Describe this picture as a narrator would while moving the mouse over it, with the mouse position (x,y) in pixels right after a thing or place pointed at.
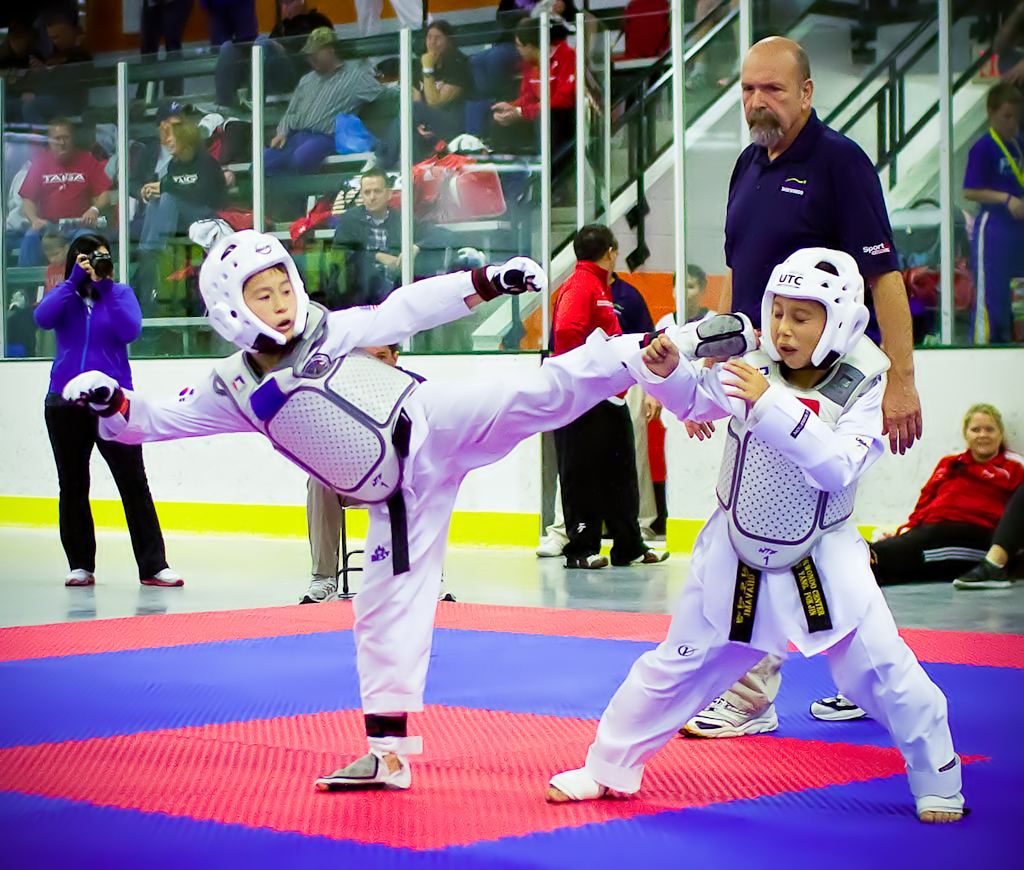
Here we can see few persons (700,578) on the floor (486,756). In the background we can see poles (545,311) and persons (214,43) sitting on the chairs (496,218).
